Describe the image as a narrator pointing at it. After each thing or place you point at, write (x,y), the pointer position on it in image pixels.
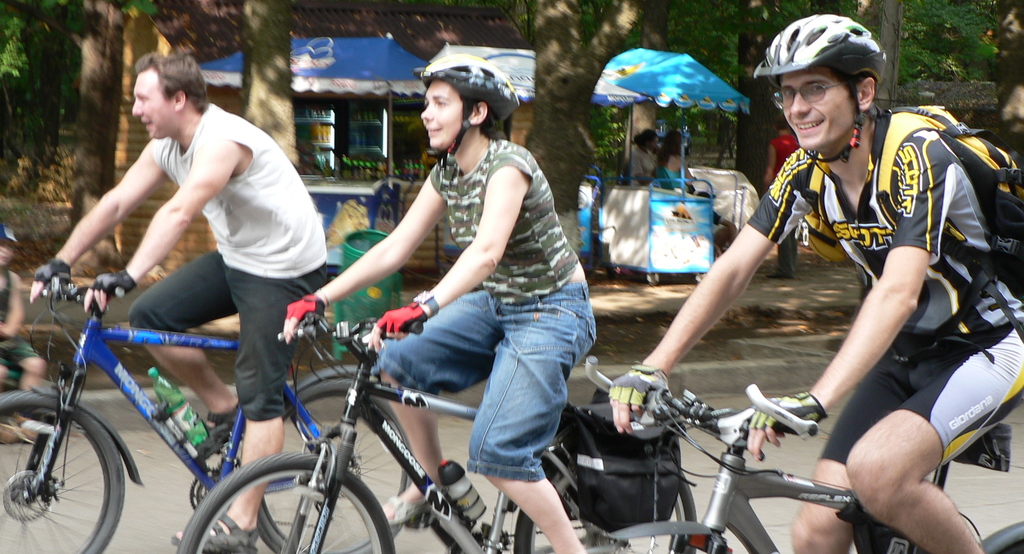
There are 3 people (520,312) riding bicycle (205,528). On the right, last 2 people (487,301) are wearing helmet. In the background (361,115) we can see small stores (377,120) and trees (51,57). On the left (15,322) a person (19,324) is sitting.
